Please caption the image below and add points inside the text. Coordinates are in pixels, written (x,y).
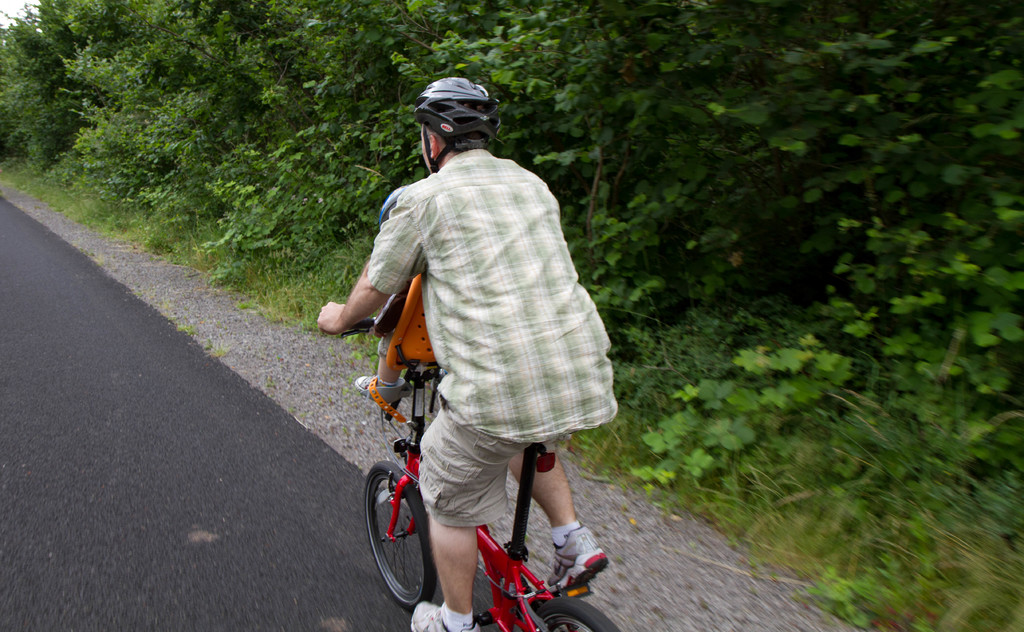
In this image, we can see a man (478,228) and a kid (389,323) are sitting on the bicycle (518,527) and in the background (124,131), there are trees (776,302). At the bottom (205,471), there is road (244,542).
